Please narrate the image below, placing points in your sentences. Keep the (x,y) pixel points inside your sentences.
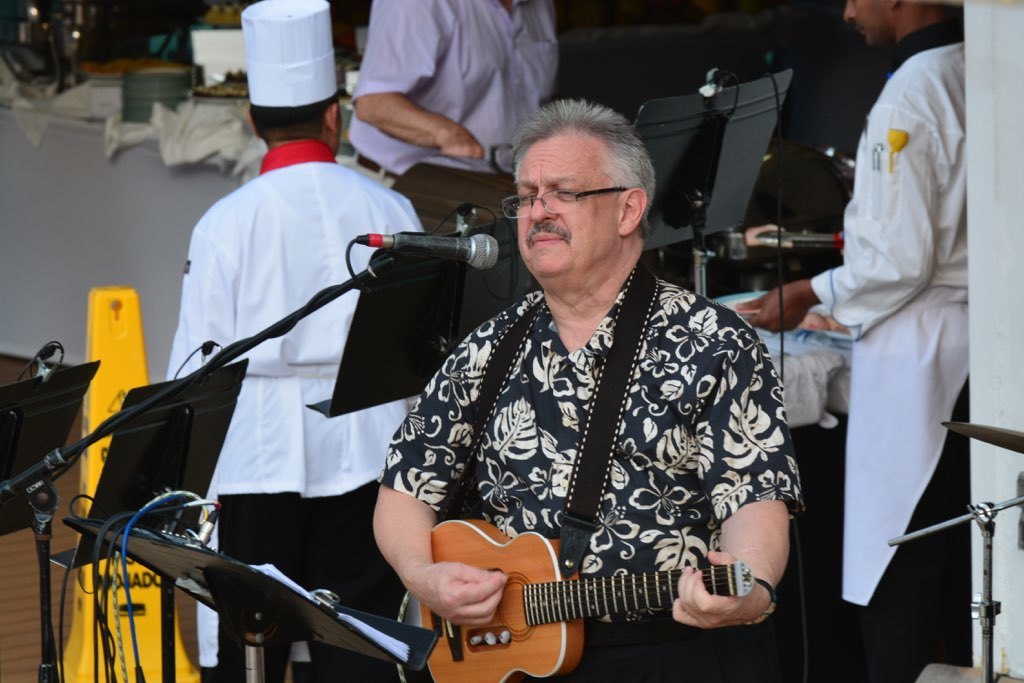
As we can see in the image there are four people (459,144) over here. The man (549,237) who is standing over here is wearing black color shirt (637,458) and holding guitar (622,594) in his hand (492,604). In front of him there is a mic (430,238) and the man (284,150) who is standing over here is wearing white color shirt (289,260) and white color hat (300,85). The man (932,236) on the right side (904,265) is wearing white color shirt (862,277) and holding plate (727,299) in his hands (775,311).
